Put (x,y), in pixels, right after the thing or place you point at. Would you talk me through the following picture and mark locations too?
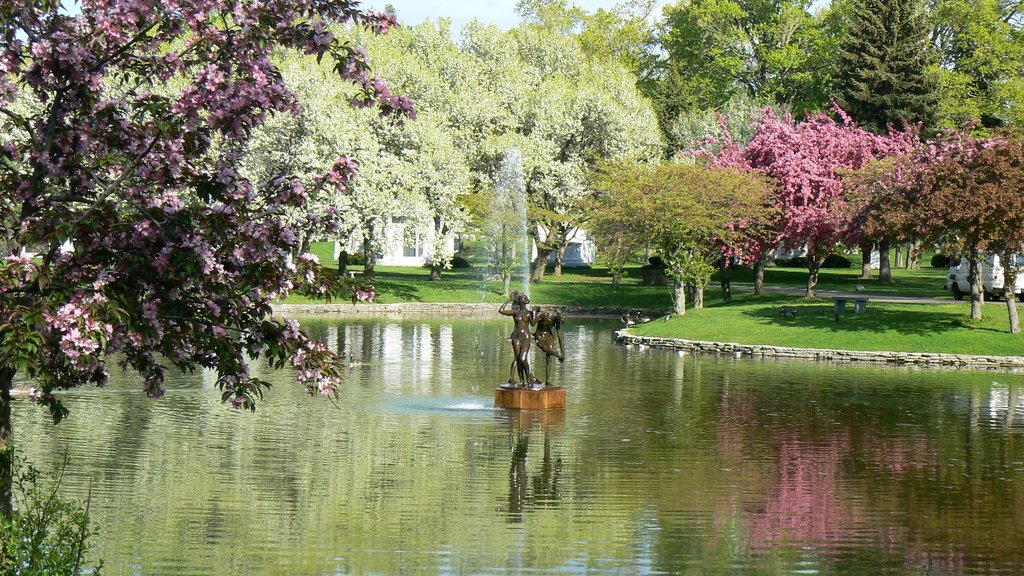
At the center of the image (552,337) there is a fountain (536,336) with statues (550,325), around the fountain (525,348) there are water (660,378) and trees (324,286), there are a few benches (857,312) on the surface of the grass (906,311) and there is a vehicle (963,272) moving on the path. In the background (498,11) there is a building (567,234) and the sky (478,14).
